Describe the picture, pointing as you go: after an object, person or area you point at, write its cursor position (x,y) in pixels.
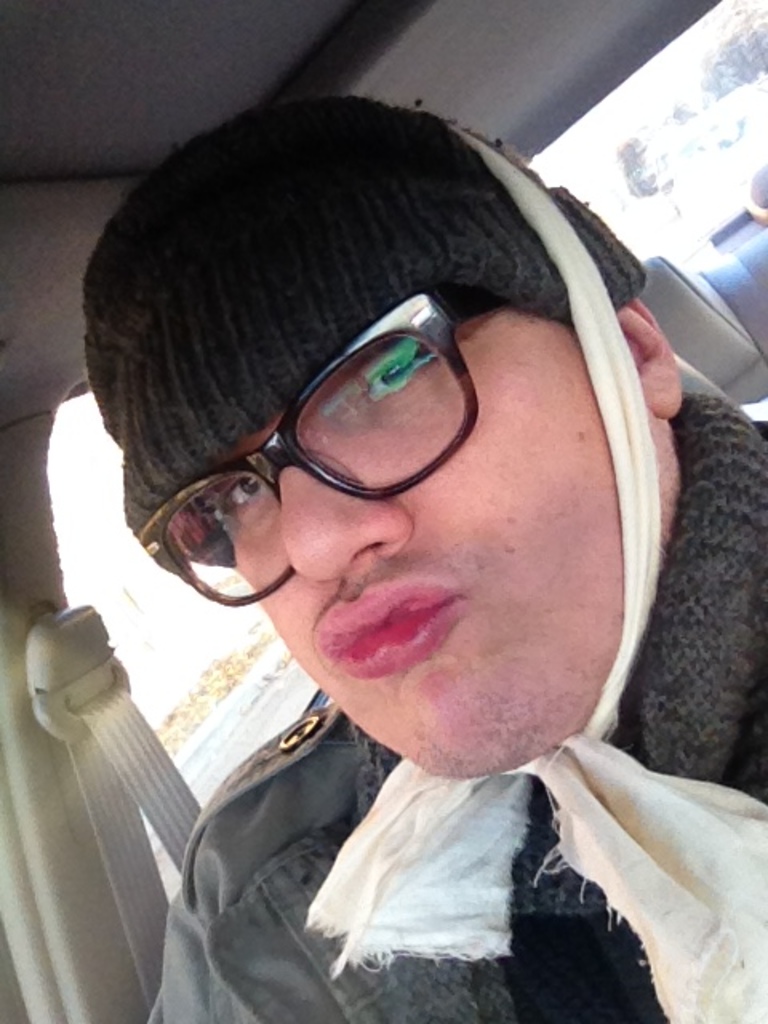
In this image I can see a person (562,652) wearing black cap (246,339), grey jacket (265,878) and black spectacles (355,485) is sitting in a vehicle (141,988). Through the glass (236,721) of the vehicle (186,836) I can see few trees (759,53) and the sky (664,118).
